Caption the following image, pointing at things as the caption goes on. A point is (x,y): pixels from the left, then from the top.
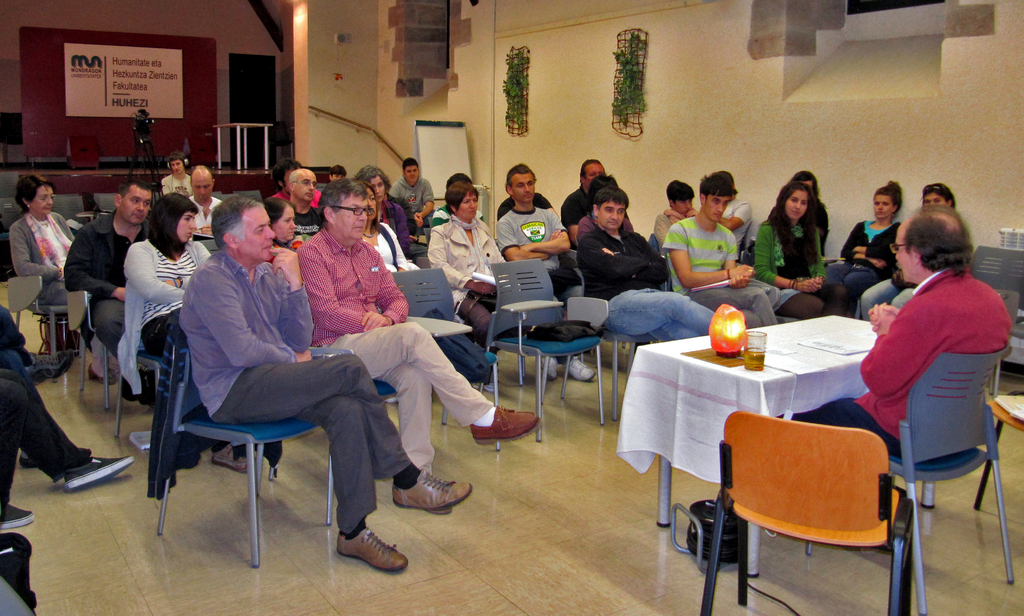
As we can see in the image there is a yellow color wall (658,128), banner (155,84), few people (626,233) sitting on chairs (855,436) and there is a table (691,388). On table (753,382) there is a glass (764,355) and papers (833,352).
